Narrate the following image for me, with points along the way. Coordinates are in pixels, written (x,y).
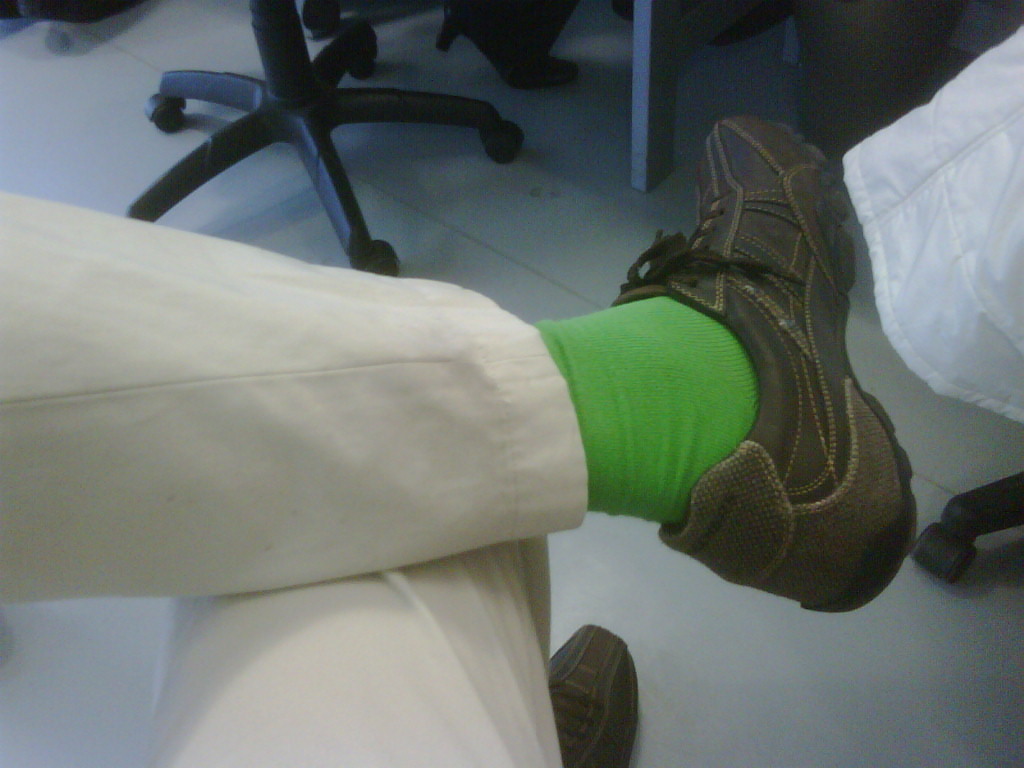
In this image we can see a person's legs (498,420) with shoes (825,459) and in the background (1000,518), we can see two chairs (501,143) placed on the ground (397,127).
